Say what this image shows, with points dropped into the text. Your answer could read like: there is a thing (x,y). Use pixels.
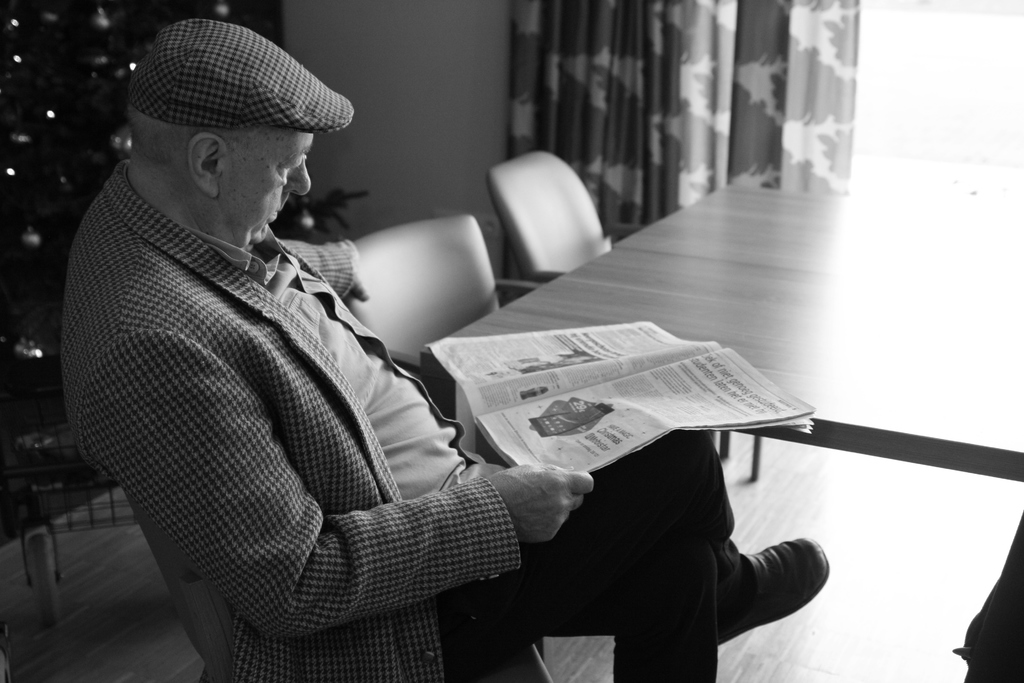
In this image I can see a person (398,667) sitting and holding few papers (535,410), I can also see few chairs (557,185), tables (741,278) and curtains (729,121), and the image is in black and white.
